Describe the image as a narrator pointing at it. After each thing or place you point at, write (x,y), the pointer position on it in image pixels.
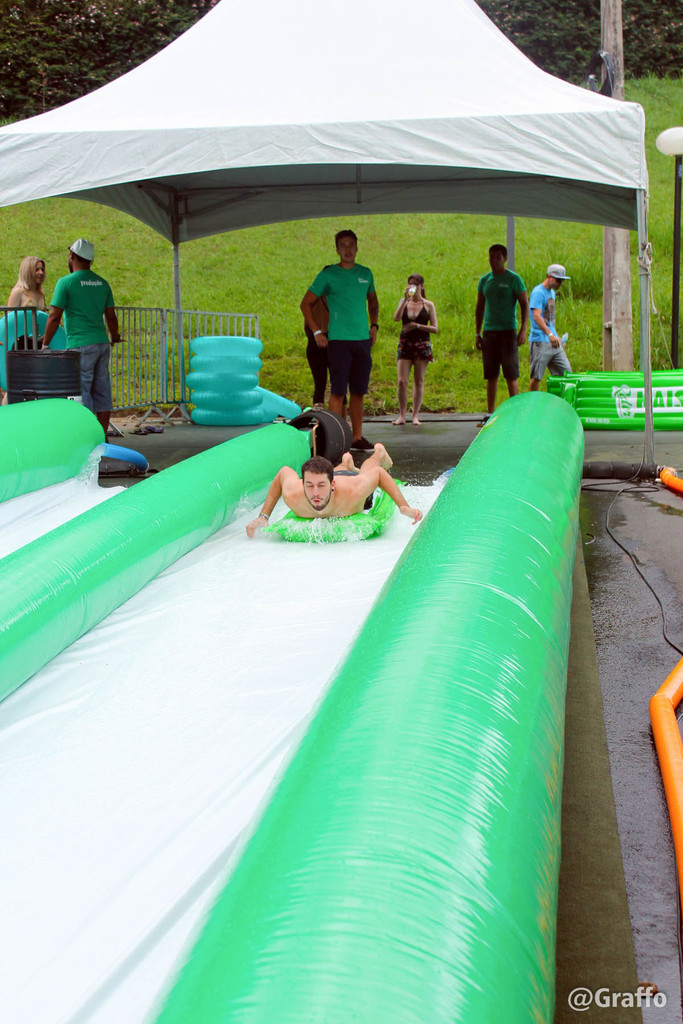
In this image, we can see a person (329,504) on the water slide (275,569). On the right side of the image (675,729), we can see wires (670,643) and orange color objects (668,740). Background (565,247) we can see people (415,322), fence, barrel (32,375), tubes (252,413), grass (285,389), tent (381,117), light pole (679,240) and trees (156,20).
